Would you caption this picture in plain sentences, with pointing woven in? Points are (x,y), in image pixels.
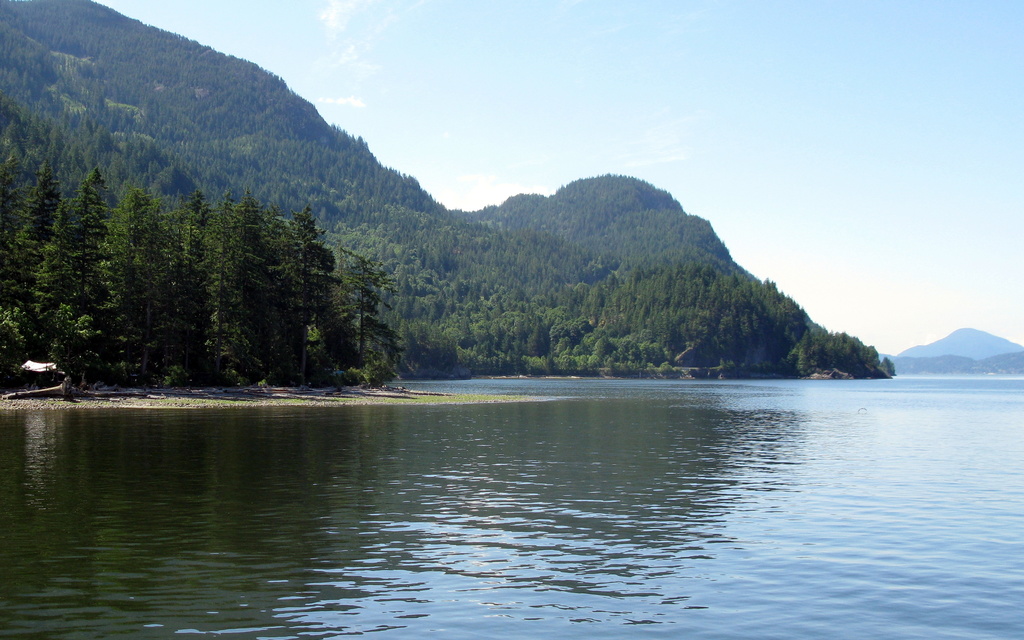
In this picture I can see water (691,429) trees (629,347) and hills (630,256) and a blue cloudy sky (826,156).
